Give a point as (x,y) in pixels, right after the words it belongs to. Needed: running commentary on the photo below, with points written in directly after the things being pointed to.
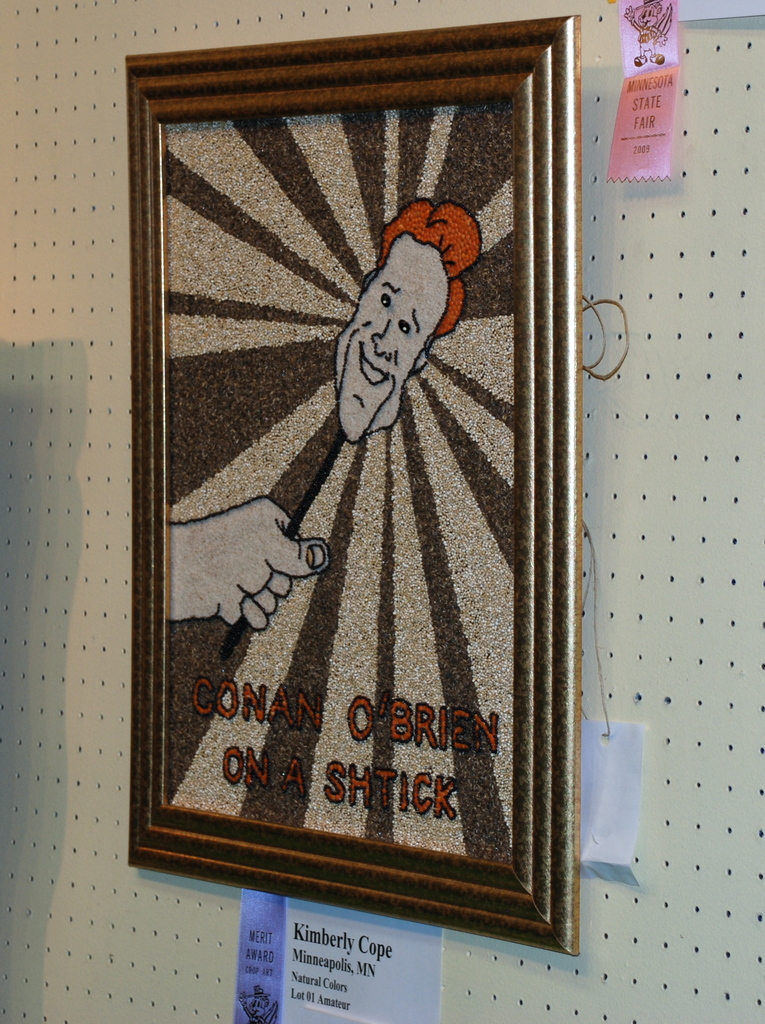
In this image I can see a frame (373,809) attached to the wall (707,521). The frame (566,500) is in brown color and the wall (696,468) is in cream color and I can also see few papers (359,999) attached to the wall (633,433).
